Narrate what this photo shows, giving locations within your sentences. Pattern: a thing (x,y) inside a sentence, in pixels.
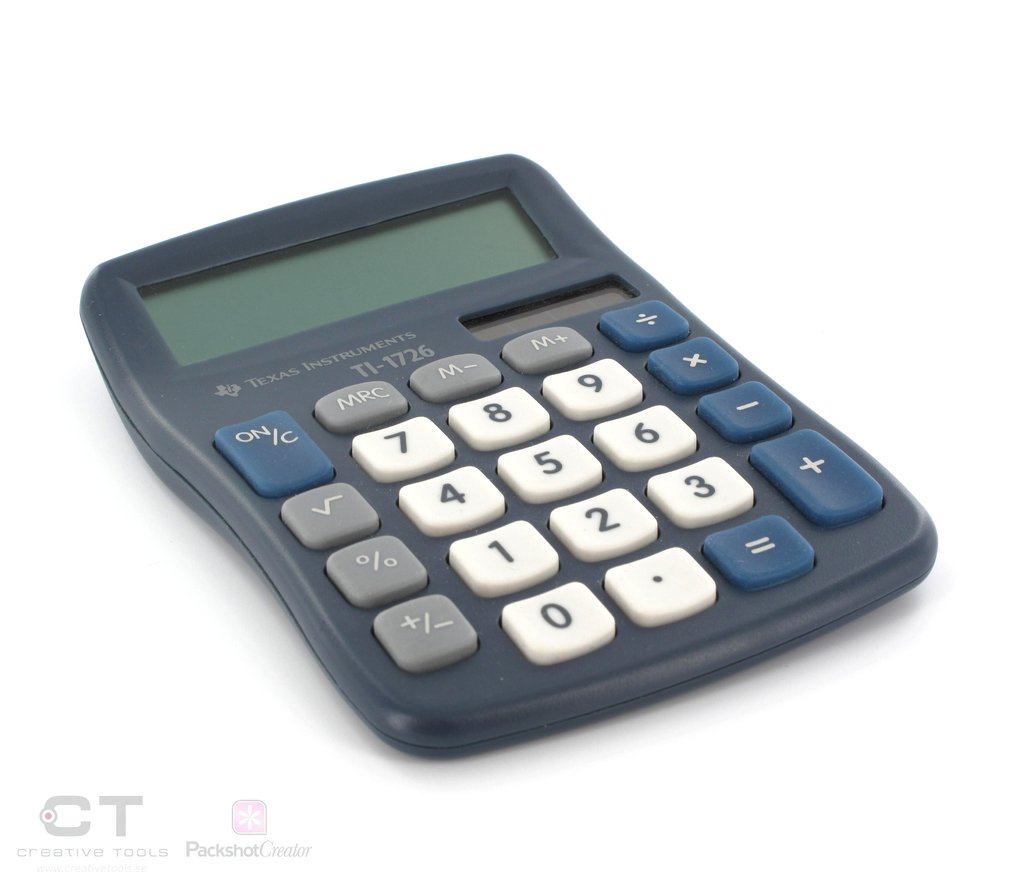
In this picture we can see a calculator (525,478).
